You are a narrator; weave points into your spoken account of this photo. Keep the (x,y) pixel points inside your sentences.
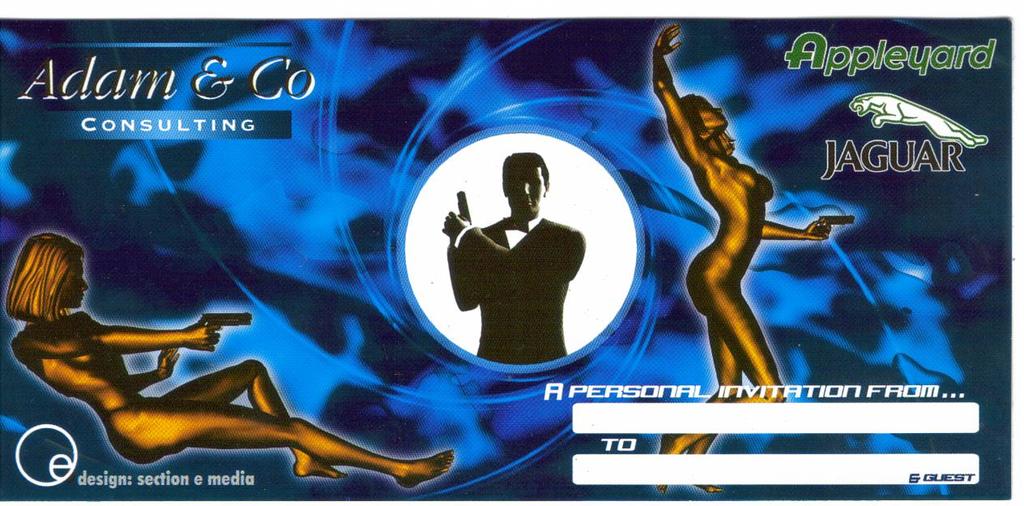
In this picture I can see the depiction of 3 persons (519,254) holding guns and I see something is written on all the sides and I can see a logo (858,98) of an animal (877,105) on the right top of this picture (918,123).
